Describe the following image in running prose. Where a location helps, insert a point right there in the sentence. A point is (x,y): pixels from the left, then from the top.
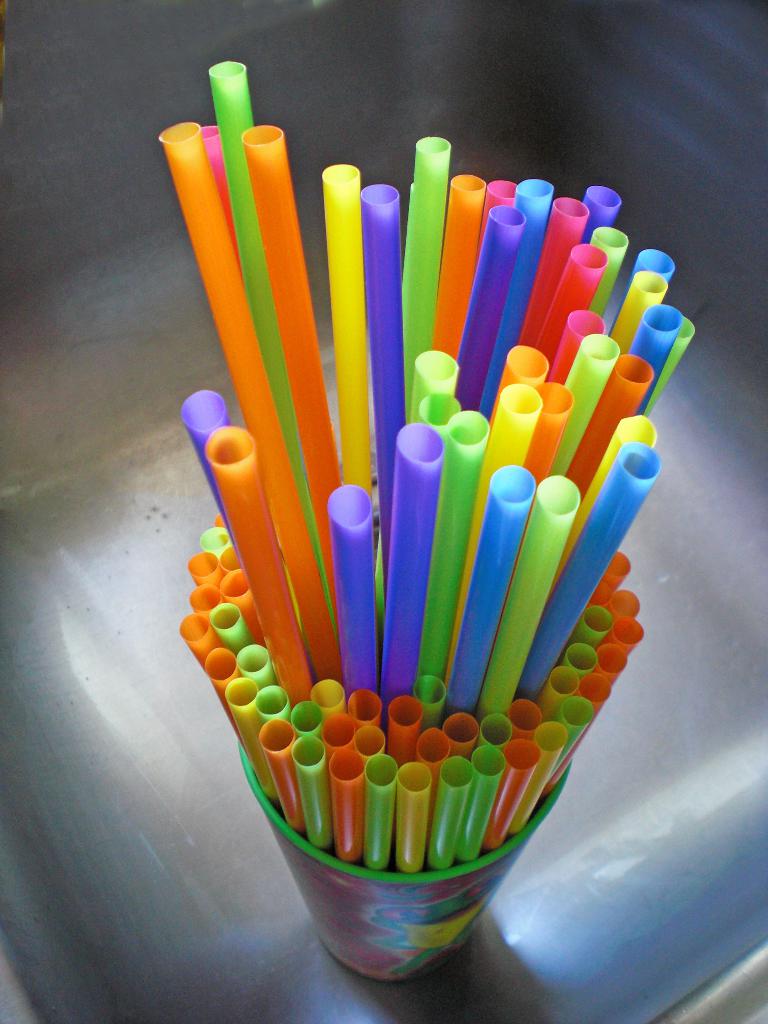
In this image we can see some different colors of pipes (411,652) in a glass (324,863), and it is placed on the surface (109,233).
